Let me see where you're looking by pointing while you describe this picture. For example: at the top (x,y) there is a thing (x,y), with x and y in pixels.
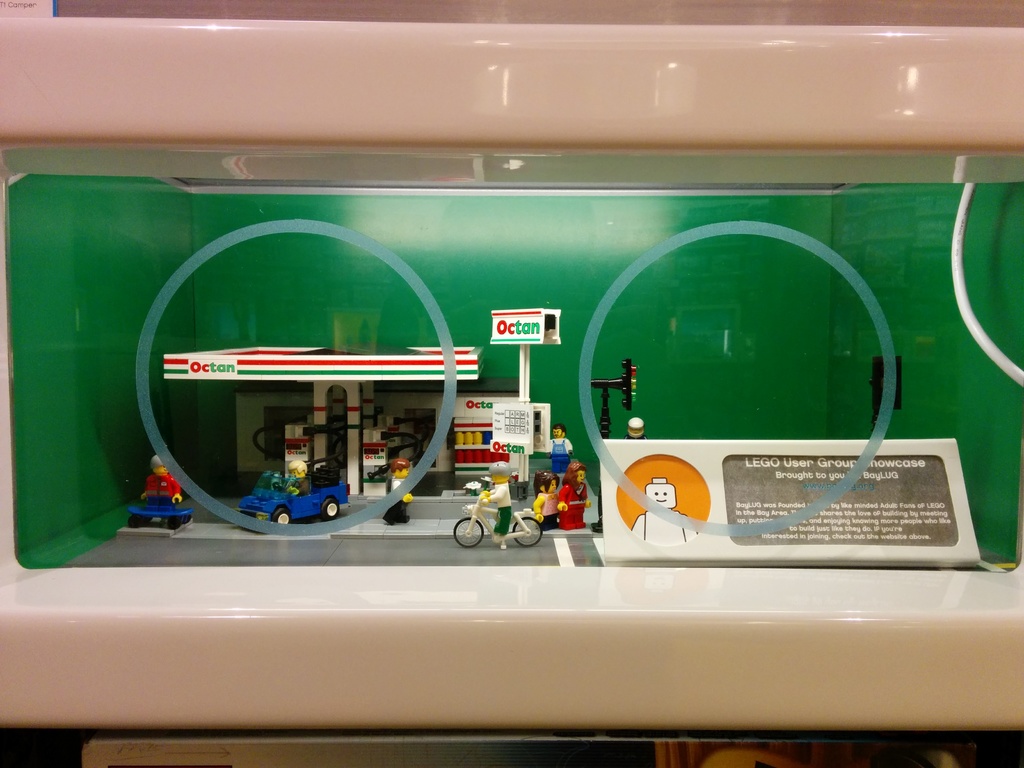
In the center of the image (502,401) we can see toys (326,441) in the glass (222,408).
